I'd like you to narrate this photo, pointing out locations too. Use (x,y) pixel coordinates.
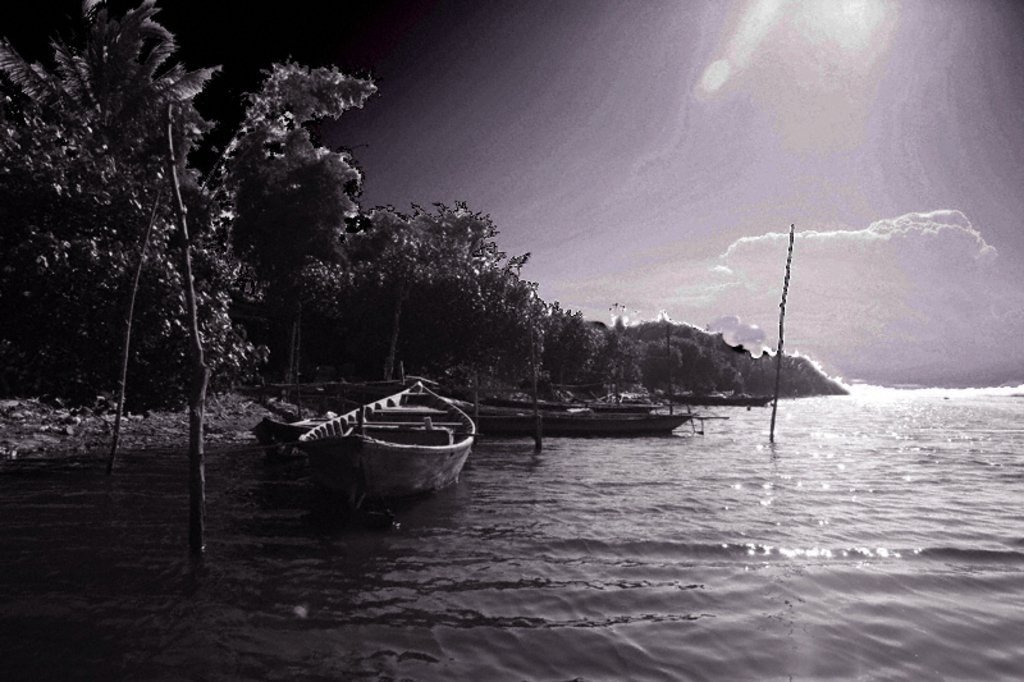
In this picture there are few boats (528,410) on the water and there are few trees (294,266) in the left corner (272,276).
